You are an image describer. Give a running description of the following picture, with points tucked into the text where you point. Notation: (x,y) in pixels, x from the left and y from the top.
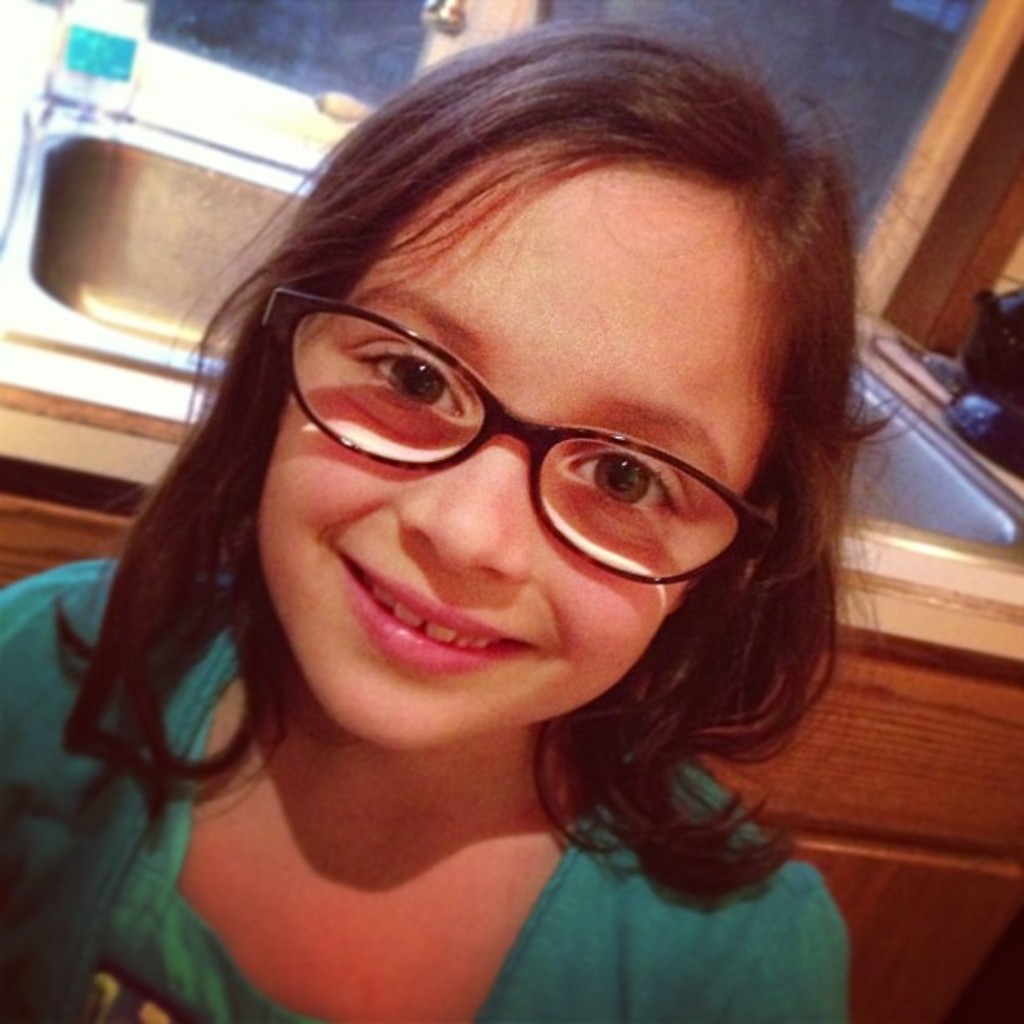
In this image we can see a child (550,626) wearing spectacles (606,565). On the backside (145,323) we can see a sink (89,329).
